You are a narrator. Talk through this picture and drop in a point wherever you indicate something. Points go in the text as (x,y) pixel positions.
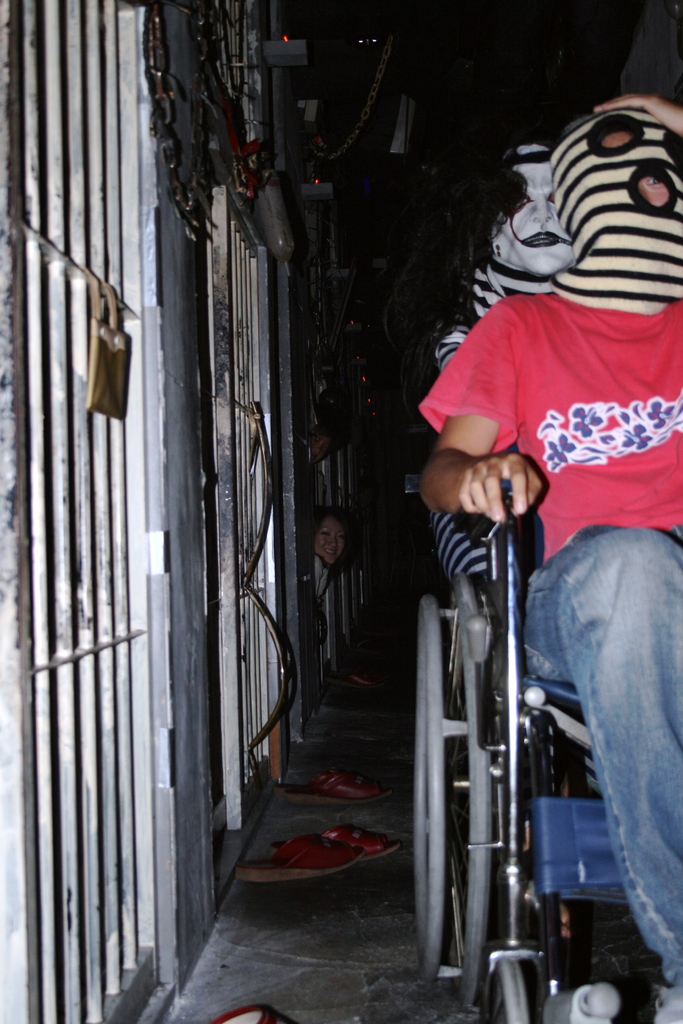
In this image I can see two people (597,353) with mask (606,223). I can see one person (543,577) sitting on the wheelchair (528,735). In the background (313,538) I can see few more people (326,534). To the left (140,487) I can see the metal gates (86,469) and there is a black background (375,194).
